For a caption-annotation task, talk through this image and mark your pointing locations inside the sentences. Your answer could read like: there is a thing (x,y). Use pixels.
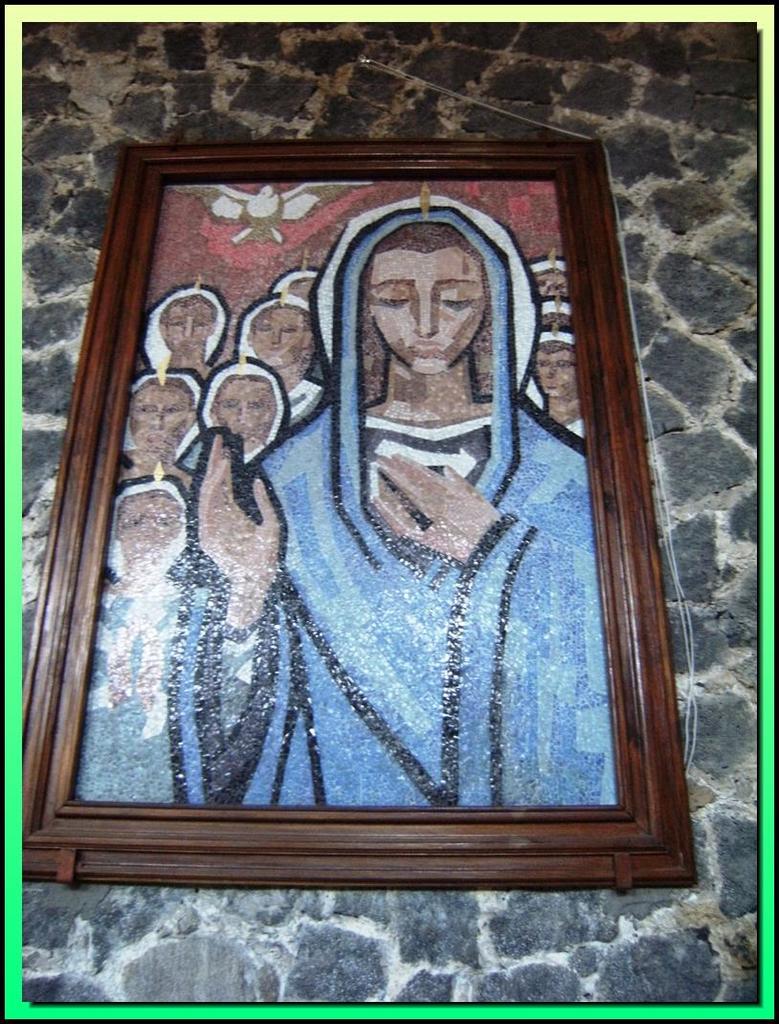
It is a painting of a woman (485,533) in blue color. There is a bird (265,222) at the top (296,208) in this.
